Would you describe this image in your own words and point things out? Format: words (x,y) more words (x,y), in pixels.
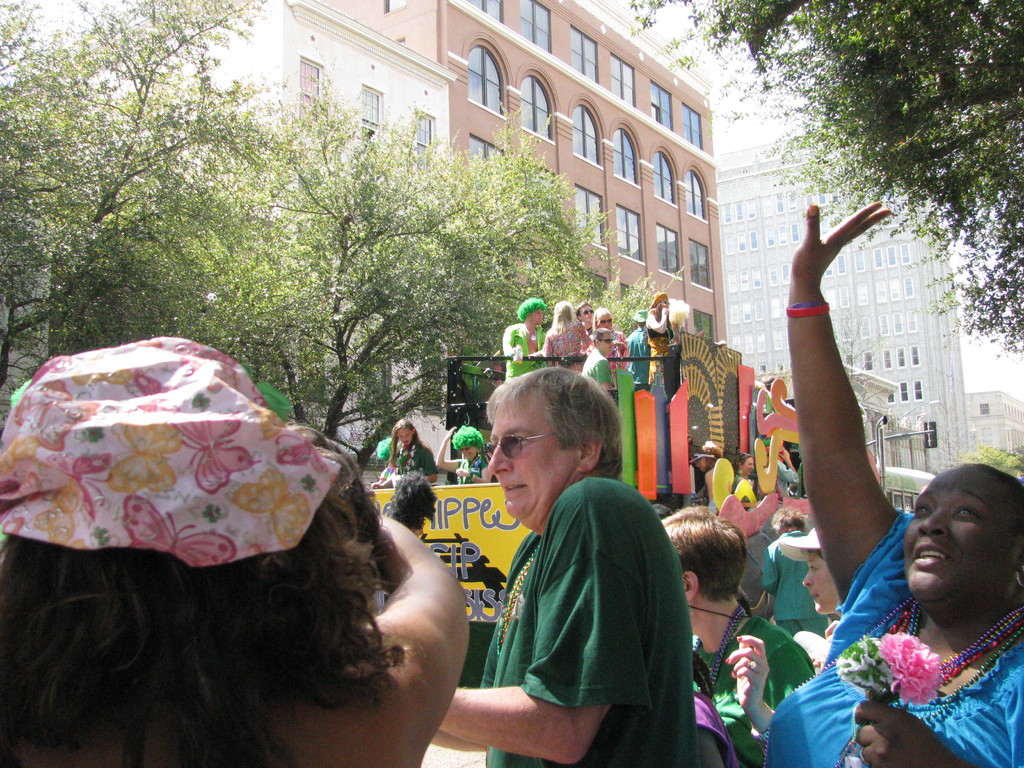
In this image we can see people (734,574) standing and there is a vehicle (518,538). We can see people (529,339) in the vehicle (633,389). In the background (549,215) there are trees (964,174), buildings (824,276) and sky (997,370).
